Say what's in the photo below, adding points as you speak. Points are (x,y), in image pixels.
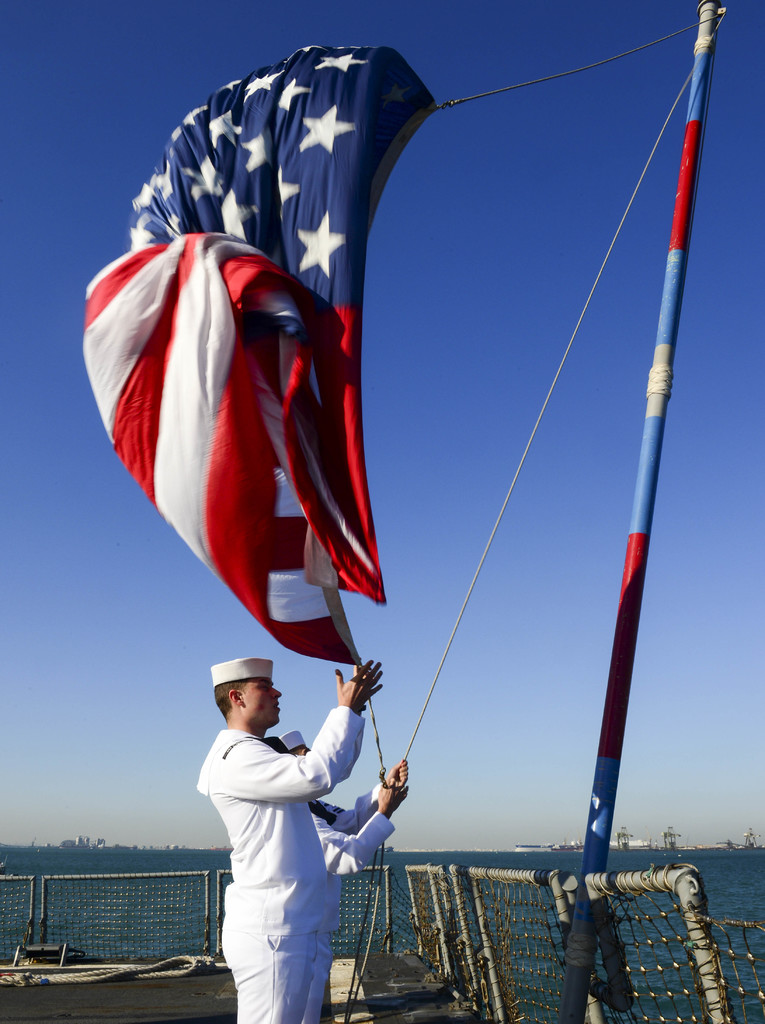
There are two persons (305,787) wearing cap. One person (377,799) is holding a rope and hoisting the flag (194,226) on a pole (660,417). In the back (174,913) there is fencing (195,906), water (212,913) and sky (494,414).
